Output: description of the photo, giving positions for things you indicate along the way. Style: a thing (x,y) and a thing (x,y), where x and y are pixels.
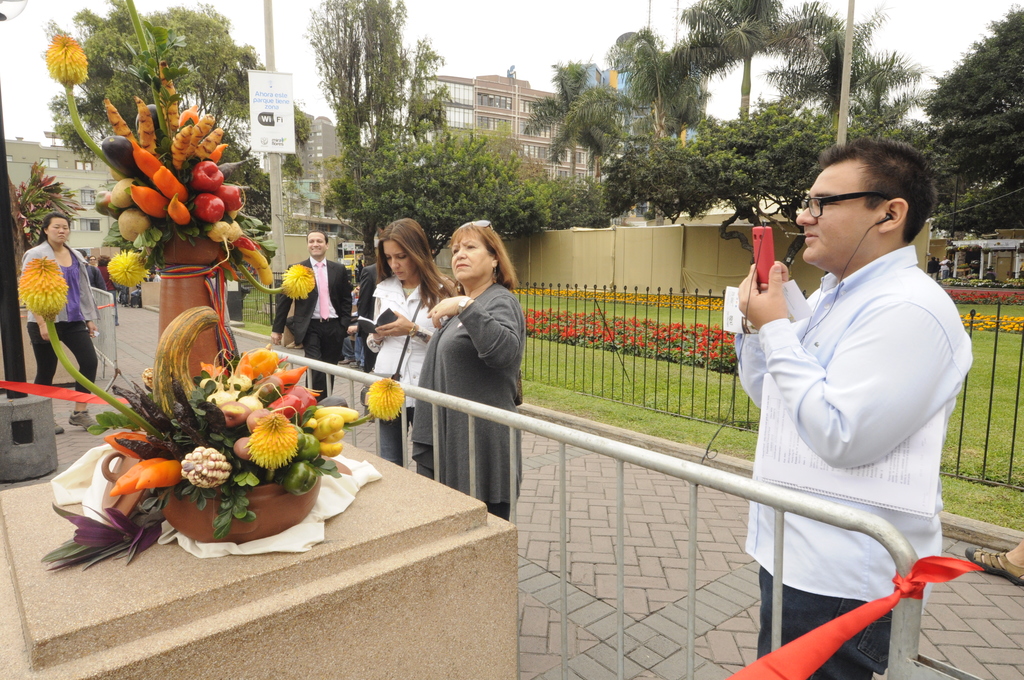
In this image in the center (443,376) there are a group of people (447,331) who are standing, and one person (761,298) is holding a mobile (767,236) and one person (399,301) is holding a book (361,330). And on the left side (190,239) there are some fruit carvings (272,375), and also we would see a tape (47,390) around it. And there is a railing (447,405), grass (727,380), plants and walkway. In the background (82,201) there are buildings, trees (728,8), poles (849,77) and boards (272,135). At the top (136,9) there is sky (676,3).
